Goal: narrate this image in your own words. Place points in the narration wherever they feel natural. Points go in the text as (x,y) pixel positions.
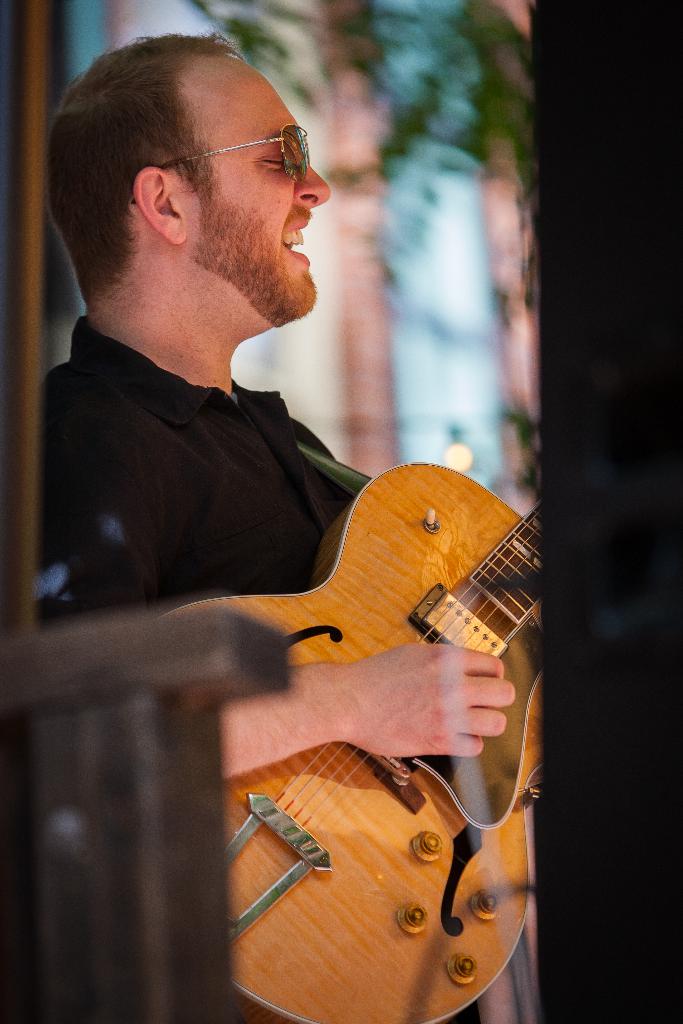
The person (223,507) wearing black shirt (256,555) is playing guitar (426,635) and singing.
